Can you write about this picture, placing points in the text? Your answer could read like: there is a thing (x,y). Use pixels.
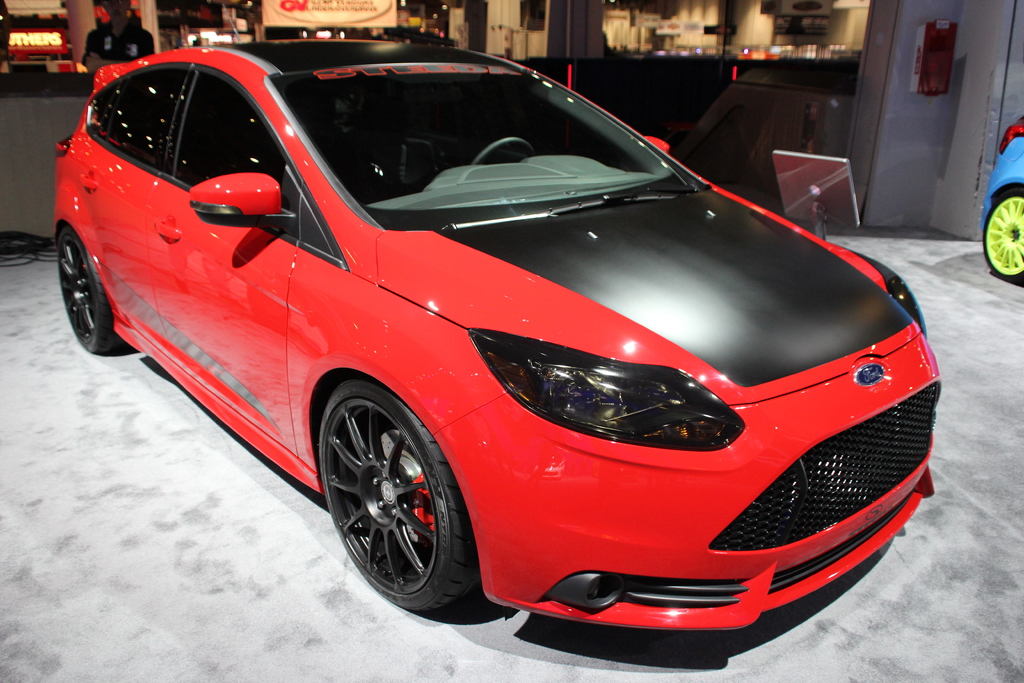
This image is taken indoors. At the bottom of the image (176,585) there is a floor (390,608). In the middle of the image (500,385) a car (344,382) is parked on the floor (980,335). The car (241,242) is red in color. On the right side of the image (1013,237) a car (999,236) is parked on the floor (980,257). In the background (17,85) there is a wall (675,87) and there is a board (323,8) with a text (345,8) on it and there is a man (115,33).
